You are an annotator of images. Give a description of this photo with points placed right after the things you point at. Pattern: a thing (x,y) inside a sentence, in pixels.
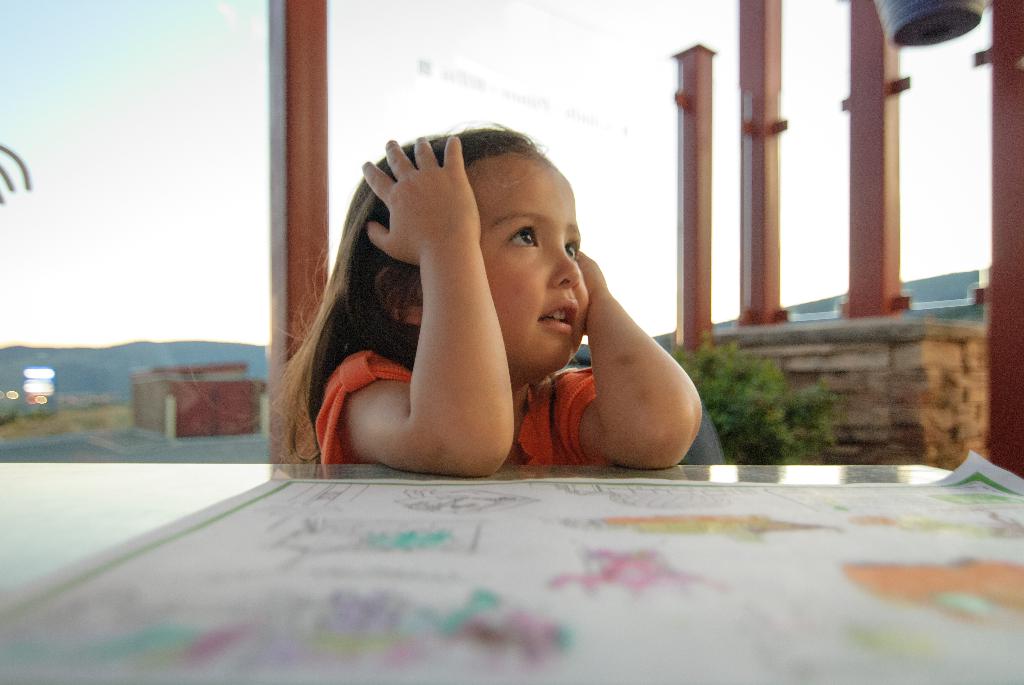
In this picture we can see a small girl (430,209) is sitting on the chair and having a chart (458,527) in front of her on the table (257,483), we can see clear sky (564,66) behind her and five red poles (877,129).
